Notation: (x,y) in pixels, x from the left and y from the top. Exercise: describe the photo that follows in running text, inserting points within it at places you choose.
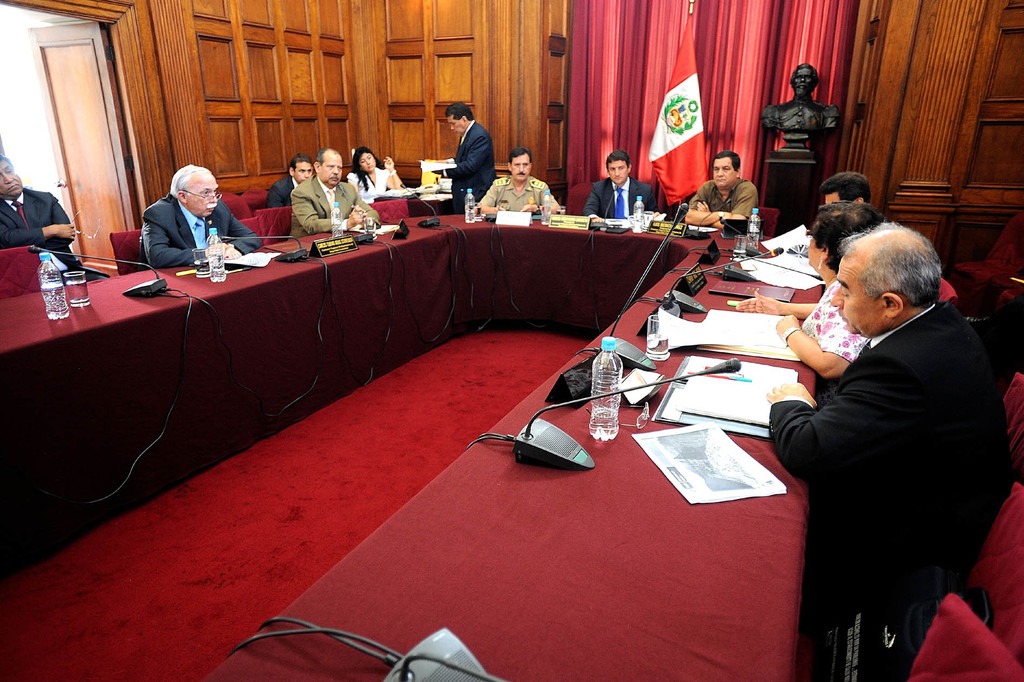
In the picture we can see a desk (443,562) with a red colored cloth (380,611) on it and on it we can see some water bottles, glasses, papers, microphones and near the desk (545,661), we can see some people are sitting in the chairs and in the background (740,134), we can see a wooden wall (555,3) and a door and beside it we can see a red color curtain (722,22) and beside it we can see a sculpture (803,153) which is black in color.
